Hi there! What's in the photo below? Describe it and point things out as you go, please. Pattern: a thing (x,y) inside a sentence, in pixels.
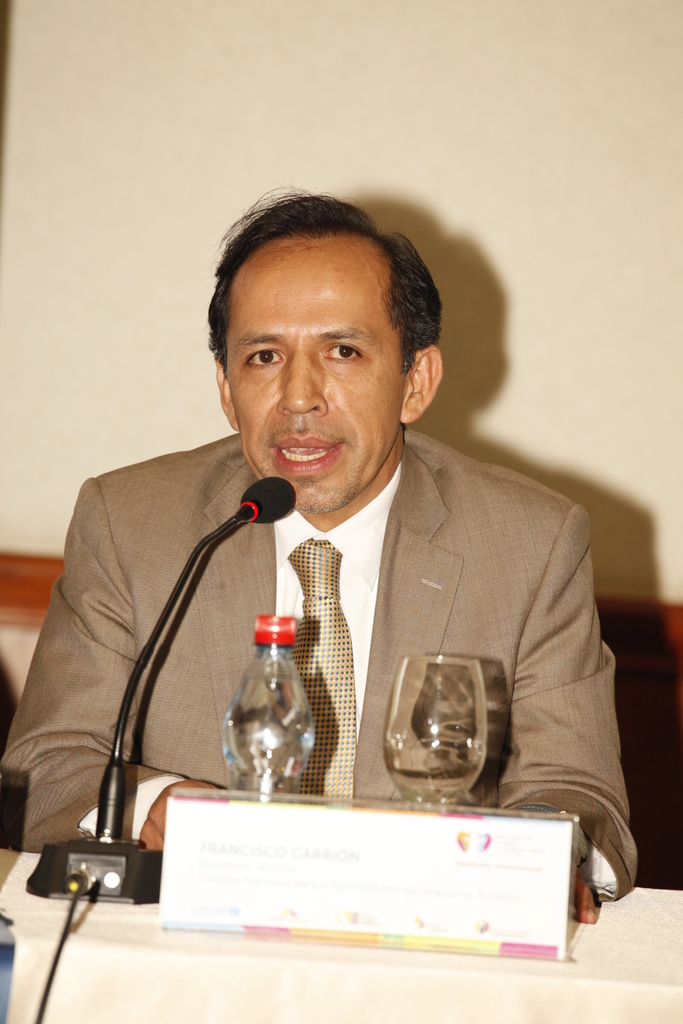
Man (438,593) sitting near the table (184,943) and on the table (337,992) there is glass (453,728), bottle (243,704), microphone (159,629).
